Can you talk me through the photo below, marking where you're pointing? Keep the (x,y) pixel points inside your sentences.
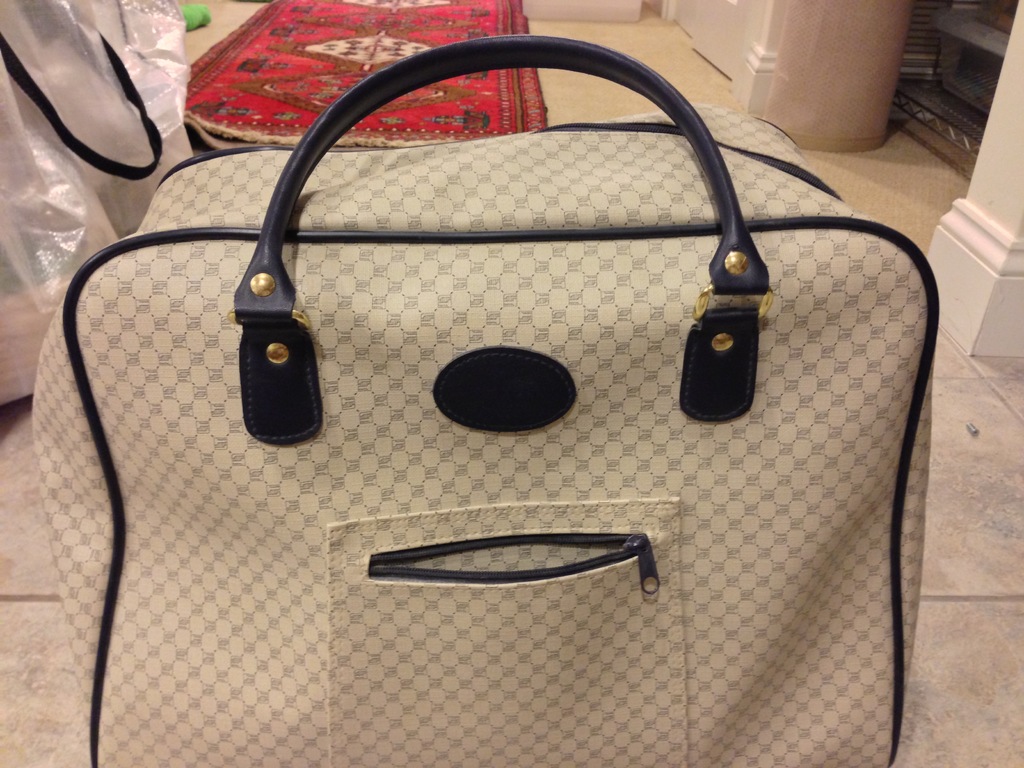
In this image in the center (492,381) there is one hand bag (461,499) beside that hand bag (177,223) there is another bag (59,194) and on the background (300,68) there is a red carpet (363,50) on the floor (929,183).
